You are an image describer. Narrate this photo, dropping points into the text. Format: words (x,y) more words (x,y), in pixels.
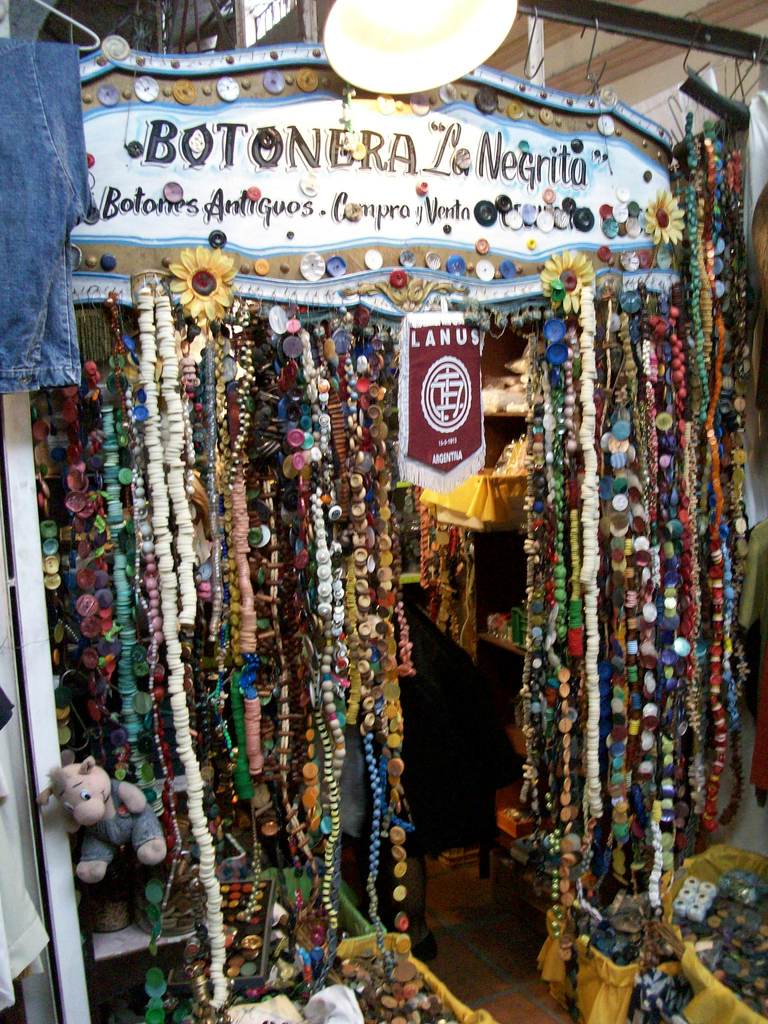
In this picture I can see number of things (320,477) in front (591,469) which are colorful and I see the board (320,187) on the top (310,154) on which there is something written and I see the light (349,22) on the top (391,61) and on the left bottom (75,811) I see a soft toy (111,802).
